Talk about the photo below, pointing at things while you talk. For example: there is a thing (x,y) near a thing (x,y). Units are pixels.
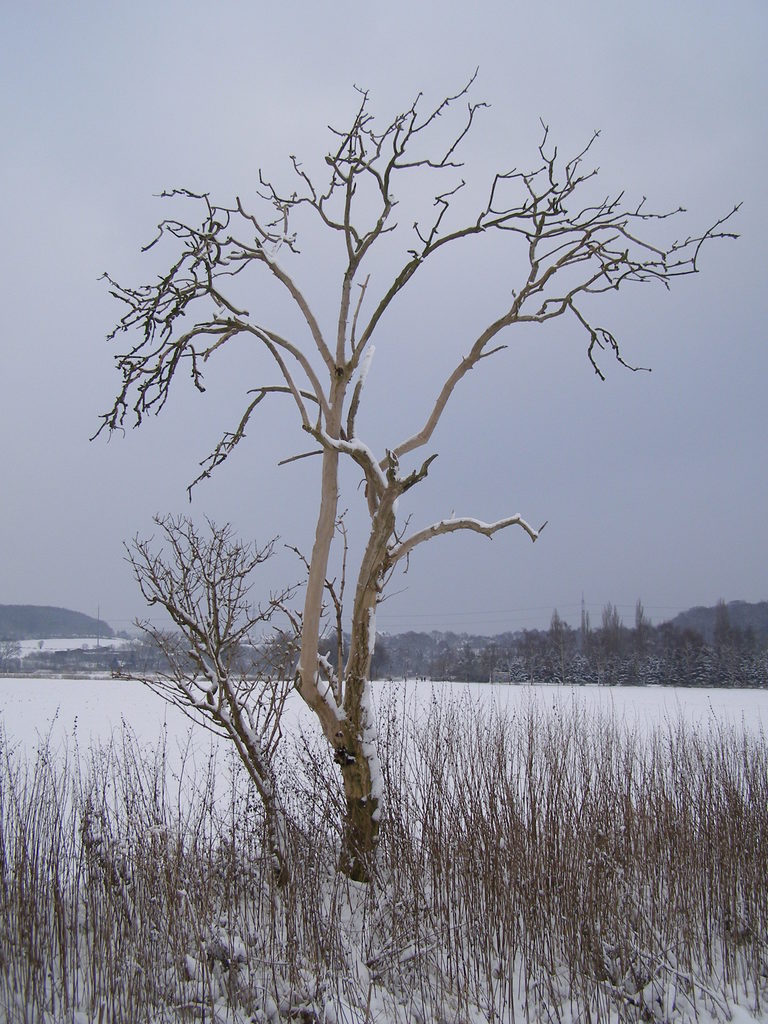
In this image I can see the trees (442,674). In the background (134,713), I can see the snow (23,688) and the sky (562,450).
